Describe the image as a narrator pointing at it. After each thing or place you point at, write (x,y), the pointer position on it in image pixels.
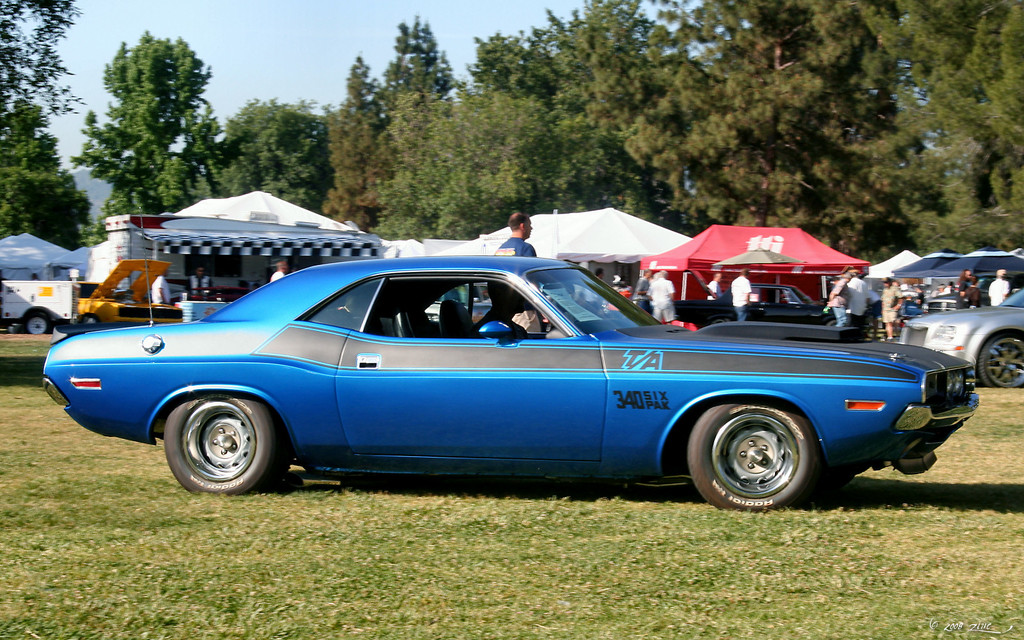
This image consists of a blue car (510,429) parked on the ground (573,525). At the bottom (278,593), there is green grass (187,537). In the background (966,333), there are many tents (47,263) and vehicles (966,333) and there are many trees (501,48). At the top (280,47), there is sky (309,51). And we can see many people (854,305) in this image.
